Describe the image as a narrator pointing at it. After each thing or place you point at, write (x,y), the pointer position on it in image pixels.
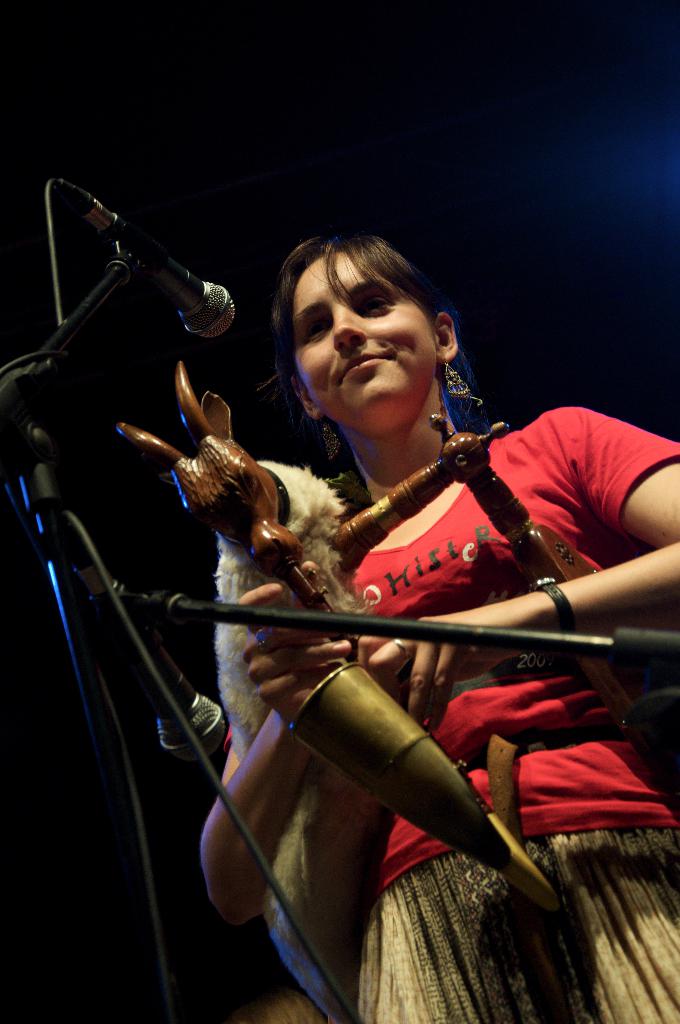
In this image I can see a woman (339,647) is standing and I can see she is holding a brown and white colour thing (316,552). I can also see she is wearing a red colour top (484,522) and in the front of her I can see a mic (202,284).
